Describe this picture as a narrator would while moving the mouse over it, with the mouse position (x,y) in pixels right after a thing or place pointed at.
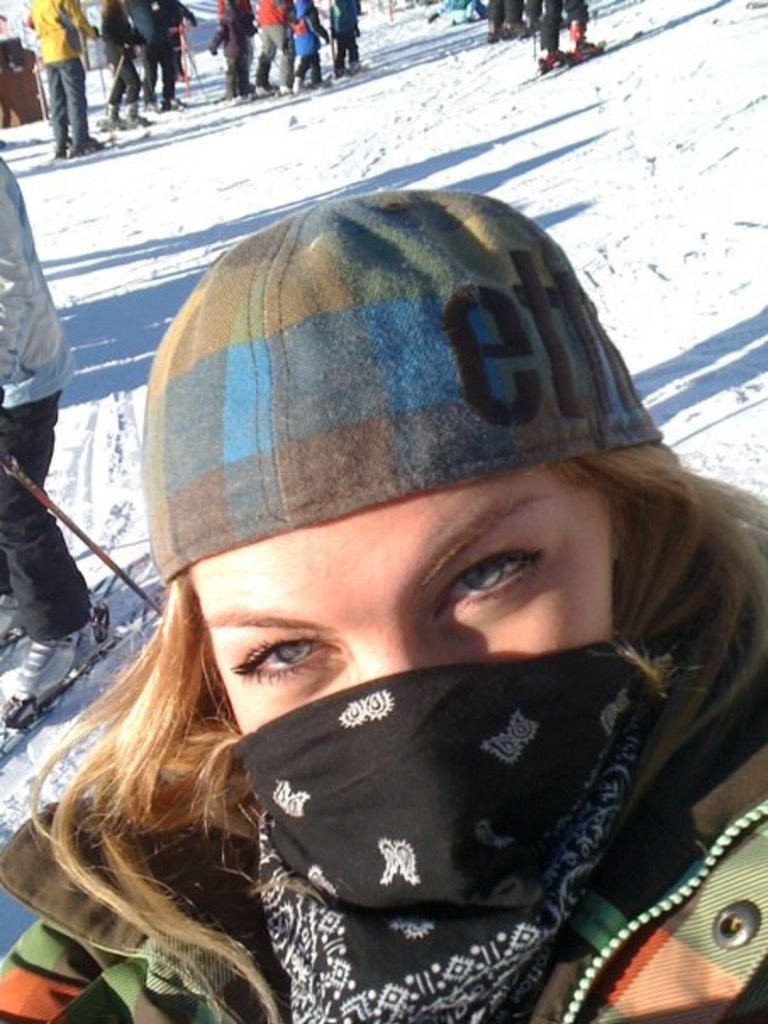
In this picture there is a woman (389,514) wearing cap (451,442) and there is a mask (427,716) on her face (525,620) and there are few persons (243,61) wearing skis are standing in the snow (238,155) behind her.
